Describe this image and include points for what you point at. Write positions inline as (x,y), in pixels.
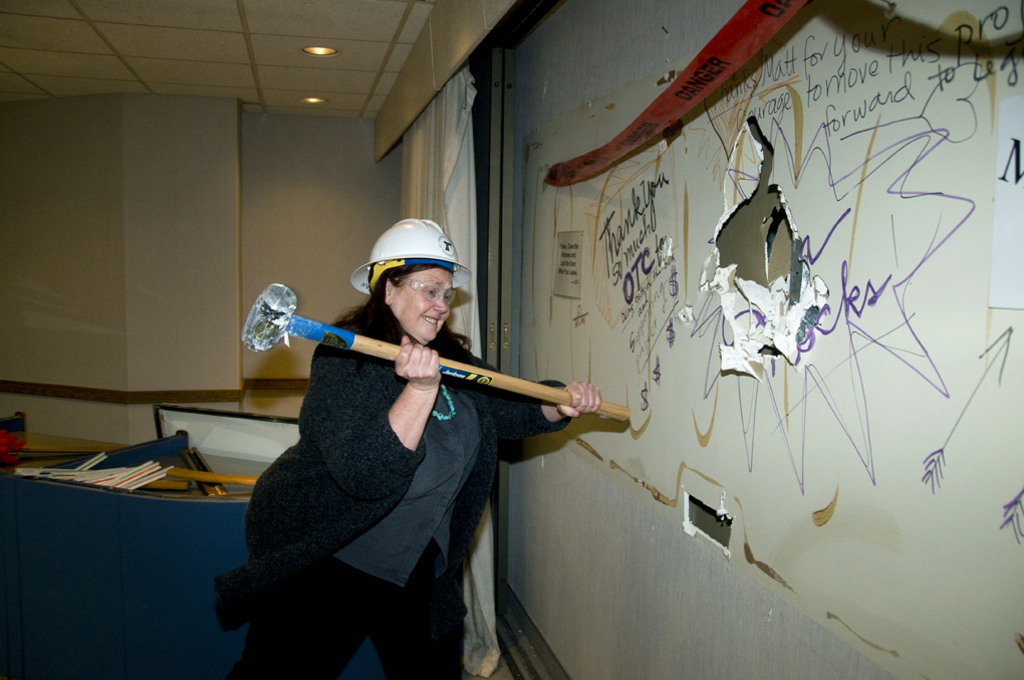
In this image I can see the person (335,504) standing and holding the hammer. The person (368,519) is wearing the black color dress (351,505) and also white color helmet (357,283). In-front of the person (386,418) I can see the paper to the wall (633,459). To the left (74,511) I can see the table (108,497) and some objects (134,473) in it. In the top (316,60) I can see the lights (323,49) and the ceiling (315,80).
